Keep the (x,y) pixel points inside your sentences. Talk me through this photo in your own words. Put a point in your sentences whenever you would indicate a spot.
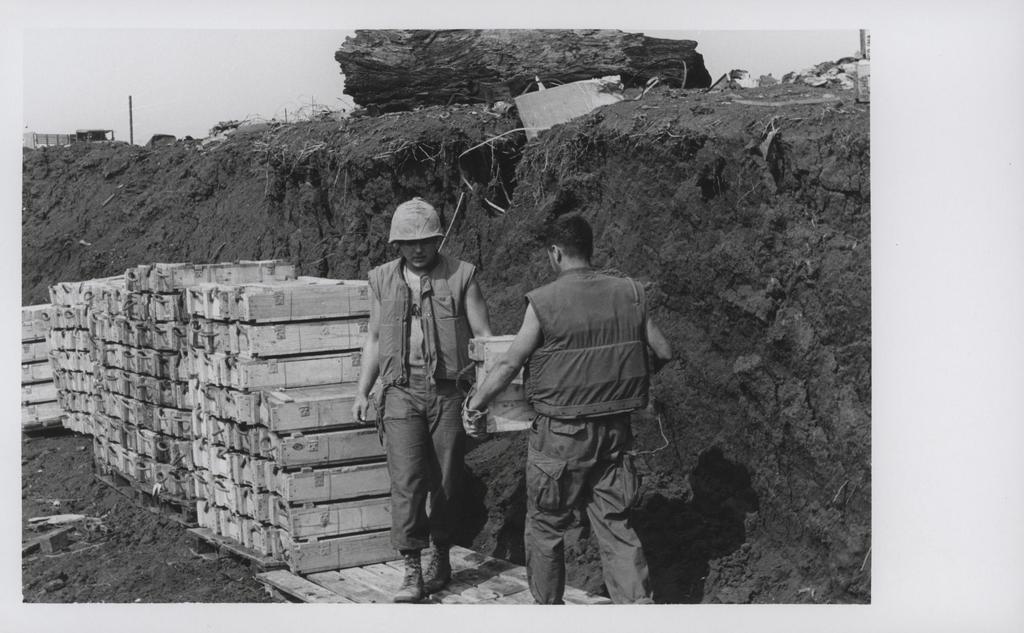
In this picture there is a person (584,426) standing and holding a wooden object (495,406) in his hand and there is another person (454,314) standing in front of him and there are few wooden boxes (220,331) behind him and there is a broken tree trunk (446,53) and some other objects (319,108) in the background (373,110).
